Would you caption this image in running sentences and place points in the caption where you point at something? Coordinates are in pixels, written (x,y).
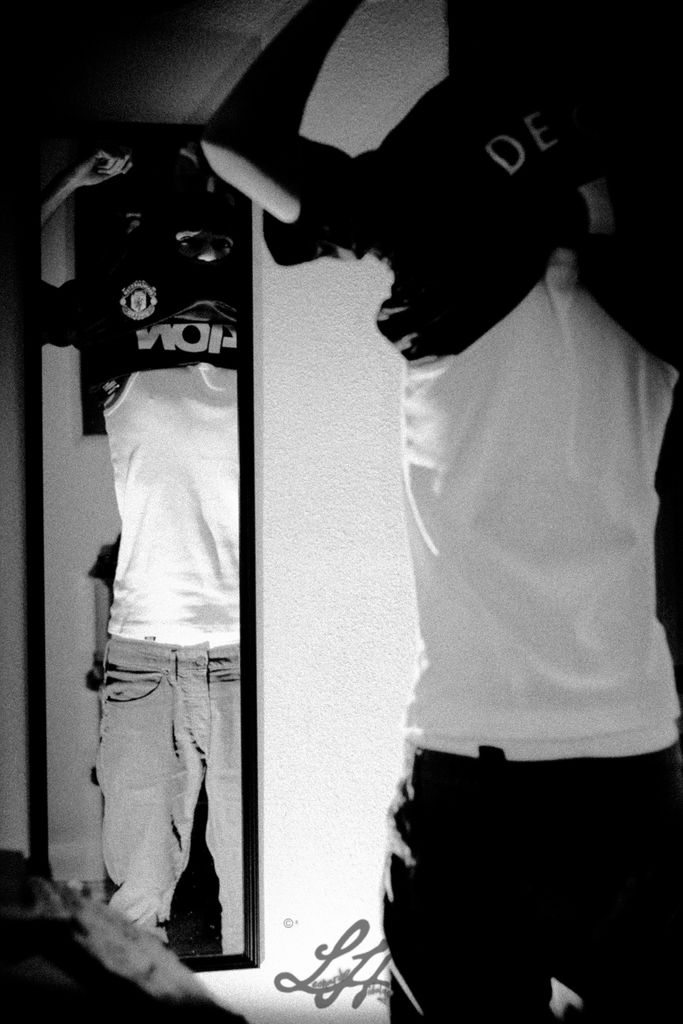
This is a black and white picture. In this picture we can see a man (490,437) and looks like he is wearing a t-shirt (589,112). In the background (320,365) we can see the wall (386,461). We can see the reflection (46,462) in a mirror (58,589). At the bottom portion of the picture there is something written.
